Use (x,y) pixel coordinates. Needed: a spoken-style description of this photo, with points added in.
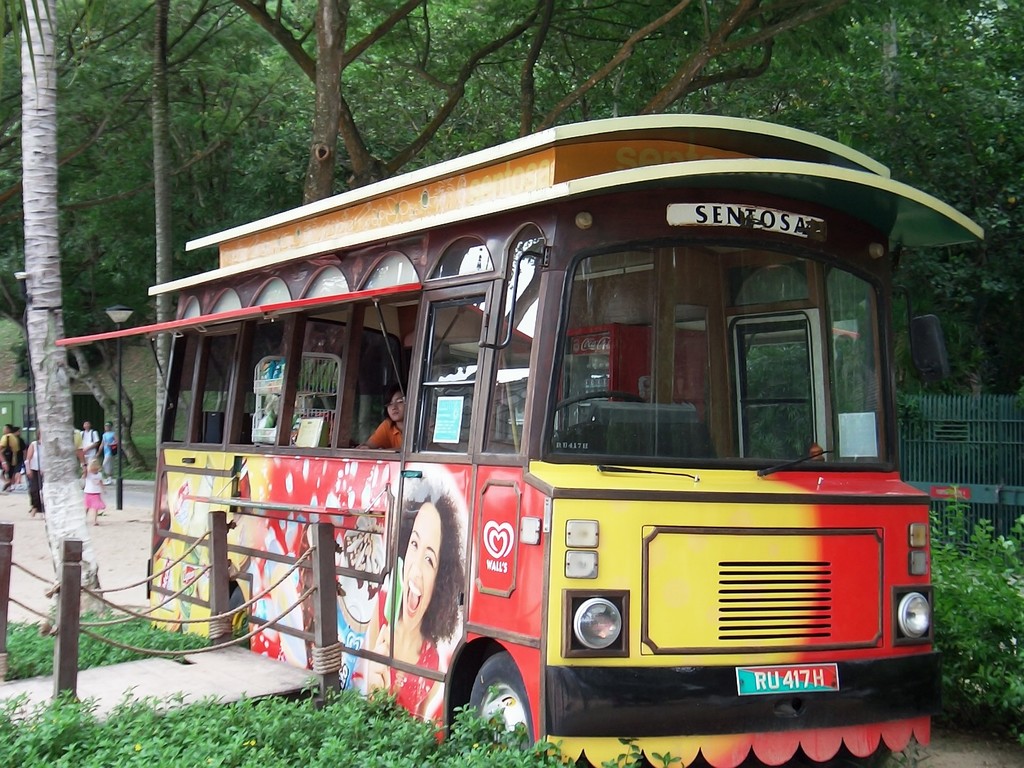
In this image I can see a food vehicle (548,429), a person (386,401) is there in it. On the left side (9,438) there are few people (85,438), at the top (767,47) there are trees (800,41).
